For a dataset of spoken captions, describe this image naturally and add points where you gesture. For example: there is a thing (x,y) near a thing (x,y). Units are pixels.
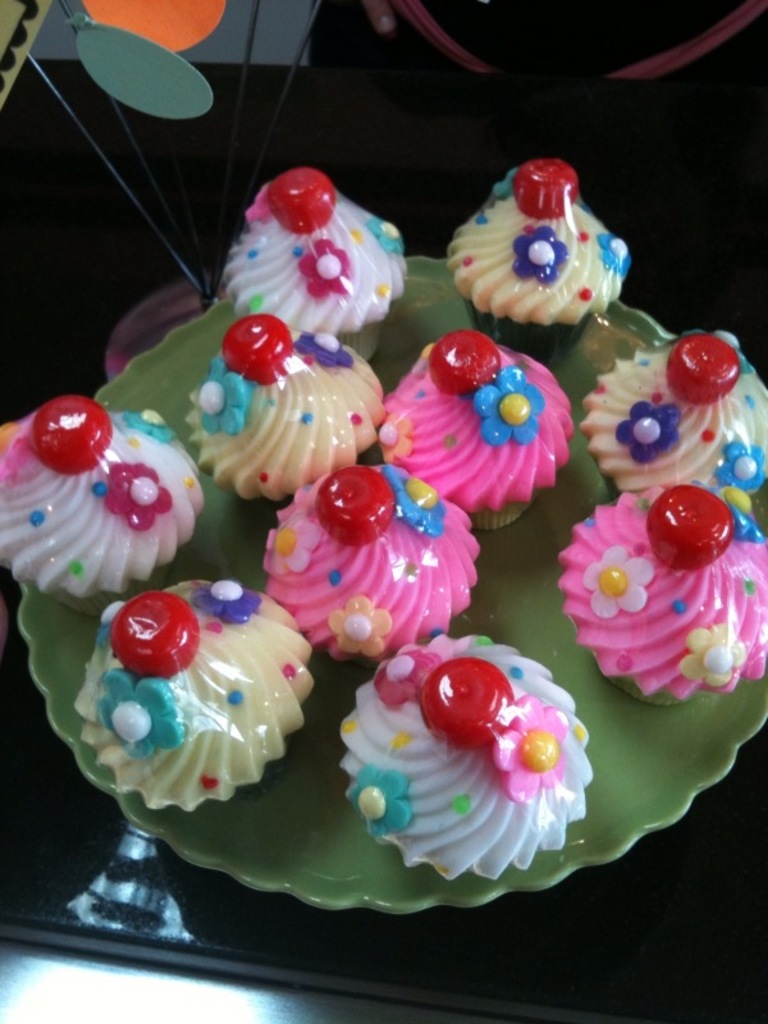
In the middle of this image (373,589), there are cupcakes (704,683) arranged on a green color plate (732,723). In the background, there are other objects (3,93). And the background (460,1) is dark in color.
